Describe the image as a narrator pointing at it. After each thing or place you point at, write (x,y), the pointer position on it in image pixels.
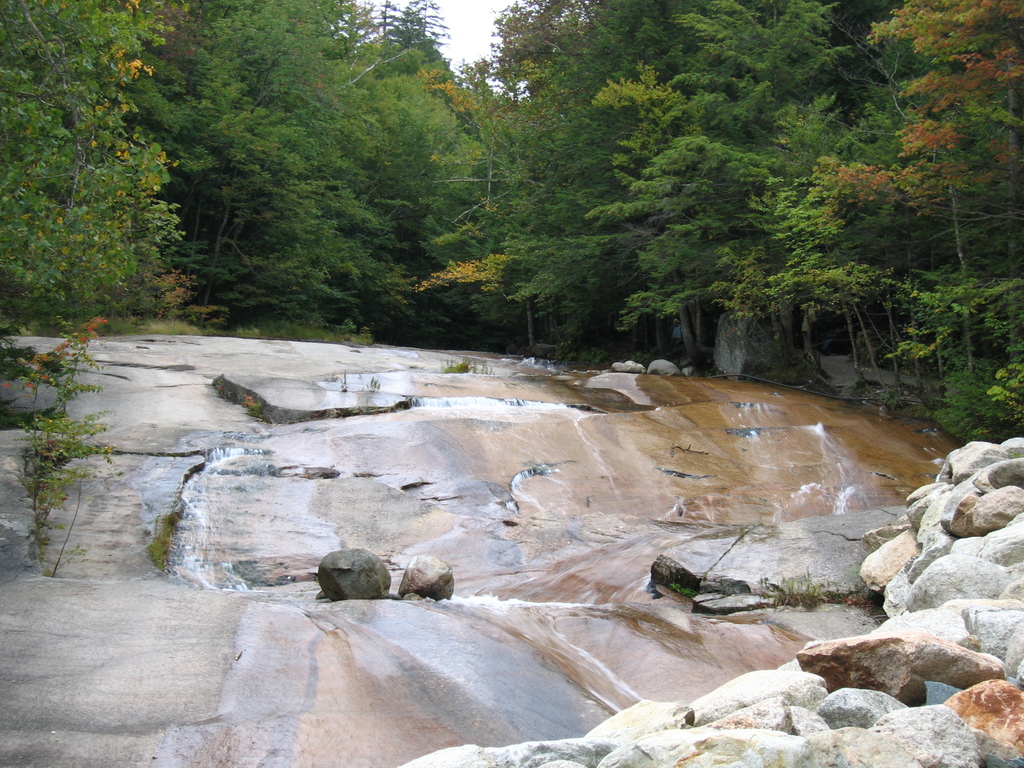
The picture consists of rocks (373,443). In the foreground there is water (553,565) flowing. At the top (530,191) there are trees (563,201). On the left (46,445) there are plants (62,415).
